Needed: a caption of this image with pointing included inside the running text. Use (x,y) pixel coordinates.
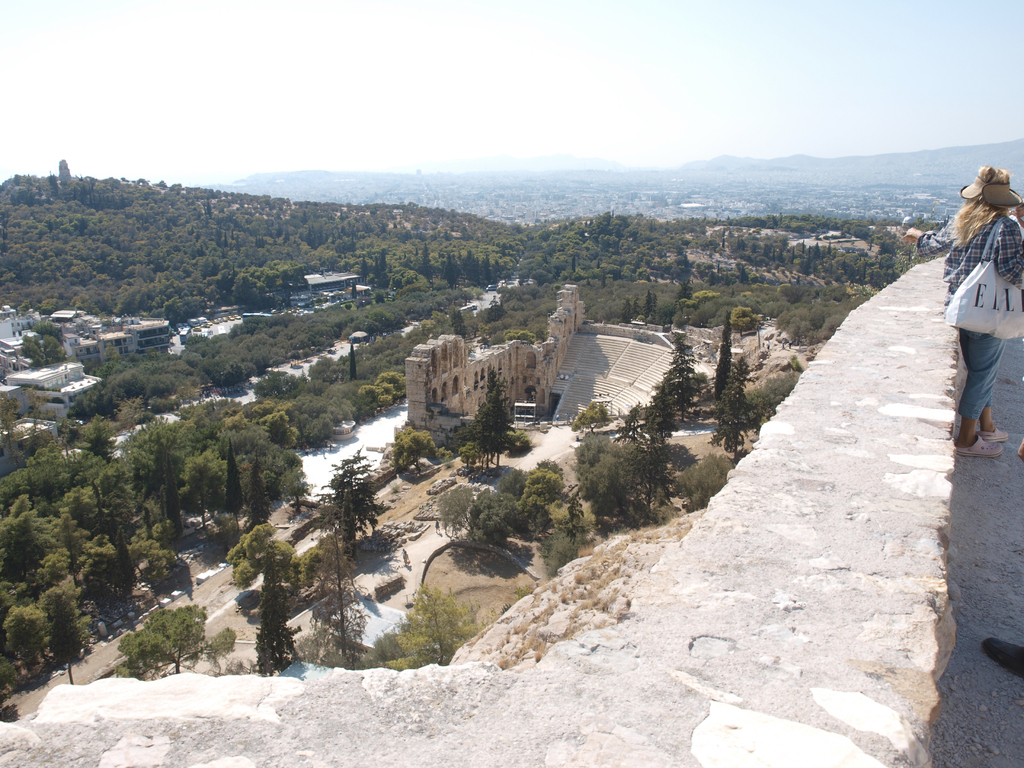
On the right side of the image (983,211) we can see woman (971,234) standing at the wall (918,459). In the background (858,264) we can see trees (259,477), auditorium (548,361), hills (331,260), buildings (52,397) and sky (733,52).
